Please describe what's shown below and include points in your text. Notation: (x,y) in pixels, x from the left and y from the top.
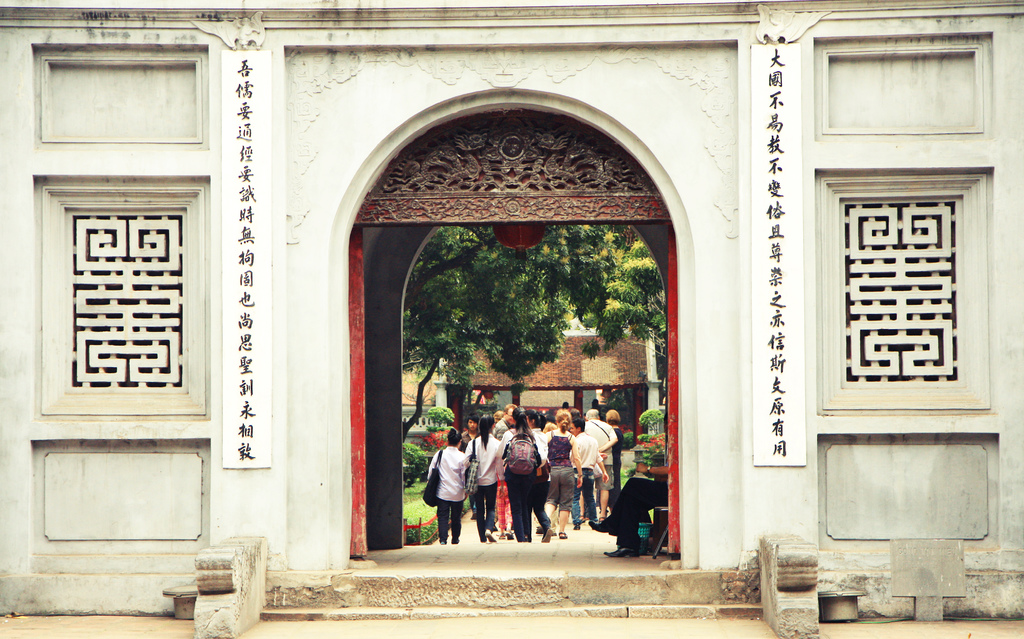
This image is taken outdoors. At the bottom of the image (110,636) there is a floor (617,621). In the background (600,364) there is a building (572,369) with walls (554,396) and pillars (649,399). There are a few trees (645,276) and plants (444,412) in the pots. There is a ground (420,516) with grass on it. A few people (536,447) are walking on the floor (534,521) and a person (650,499) is sitting on the chair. In the middle of the image (674,413) there is an architecture (209,325) with walls (209,325) and carvings (440,218) on it.
